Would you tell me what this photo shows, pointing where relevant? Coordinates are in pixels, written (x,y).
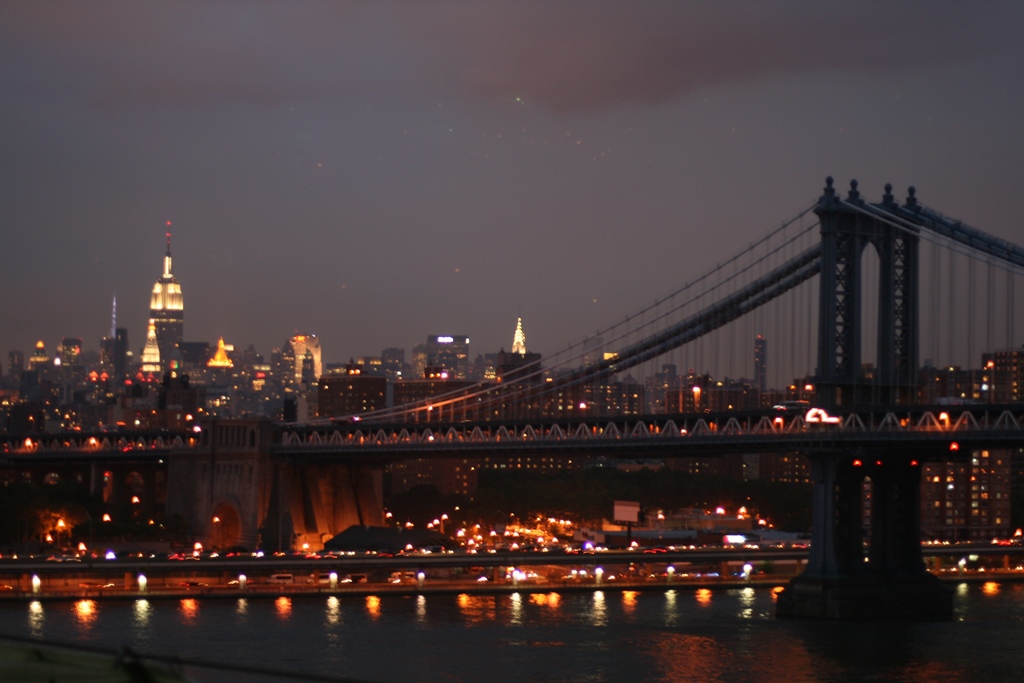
In the foreground of the picture (326,628) there is a water body (554,617). In the middle of the picture (498,442) we can see bridge (981,402), street lights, trees (50,519), road (433,554) and various objects (407,528). In the background (321,378) there are buildings (230,399). At the top (576,134) it is sky (721,108).
